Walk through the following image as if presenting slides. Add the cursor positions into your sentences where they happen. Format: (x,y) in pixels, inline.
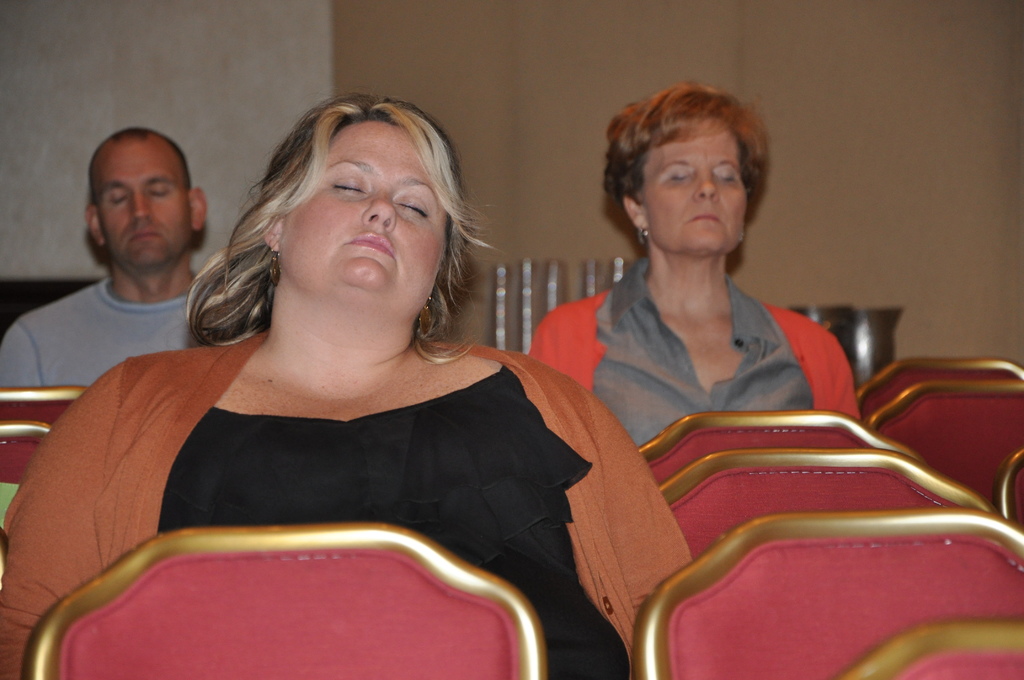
In this picture there are group of people (578,379) sitting on the chairs (930,538). At the back (18,303) there are objects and there is a wall (794,290).
